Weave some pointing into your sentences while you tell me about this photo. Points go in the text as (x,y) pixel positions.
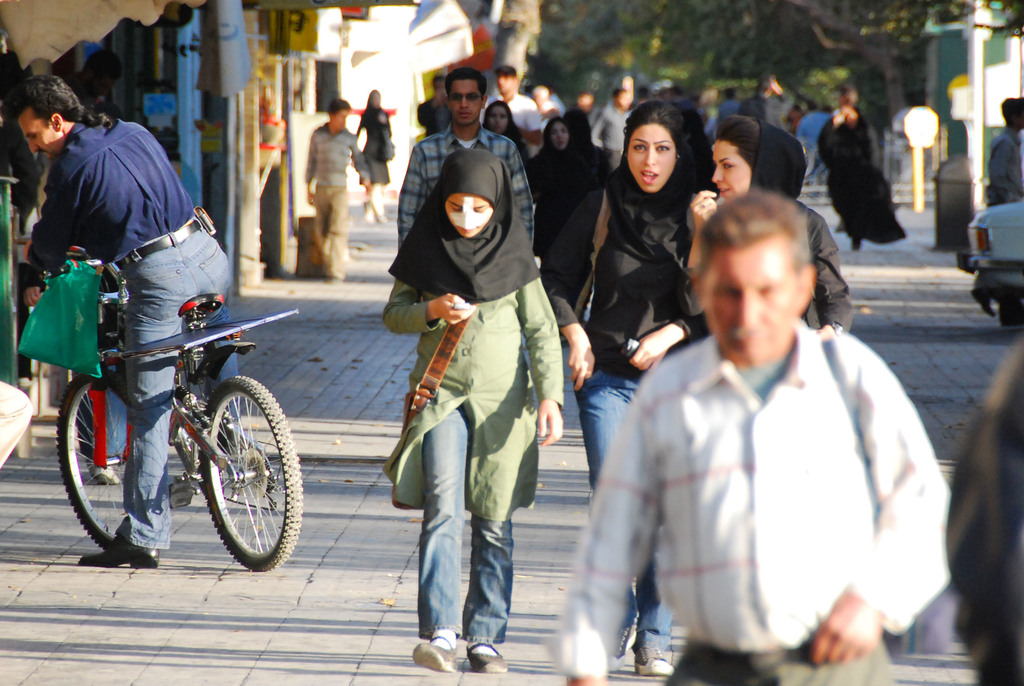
The image is outside of the city and it is very sunny. There are group of people (419,161) in the image who are walking on road (269,635) there is a man (745,483) who is walking on road (368,612). In middle (513,313) there is a woman (502,324) who is wearing her shoulder bag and she is also having bandage (464,221) to her nose (468,222) and walking on road (535,563). On left side (215,236) there is a man (96,170) who is standing with his bicycle (203,305) on his bicycle (119,320) there is a carry bag (77,312) and board (189,334). On right side (985,226) there is a car (985,226), pole (973,140), post box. in background (659,27) there are trees (629,45).
